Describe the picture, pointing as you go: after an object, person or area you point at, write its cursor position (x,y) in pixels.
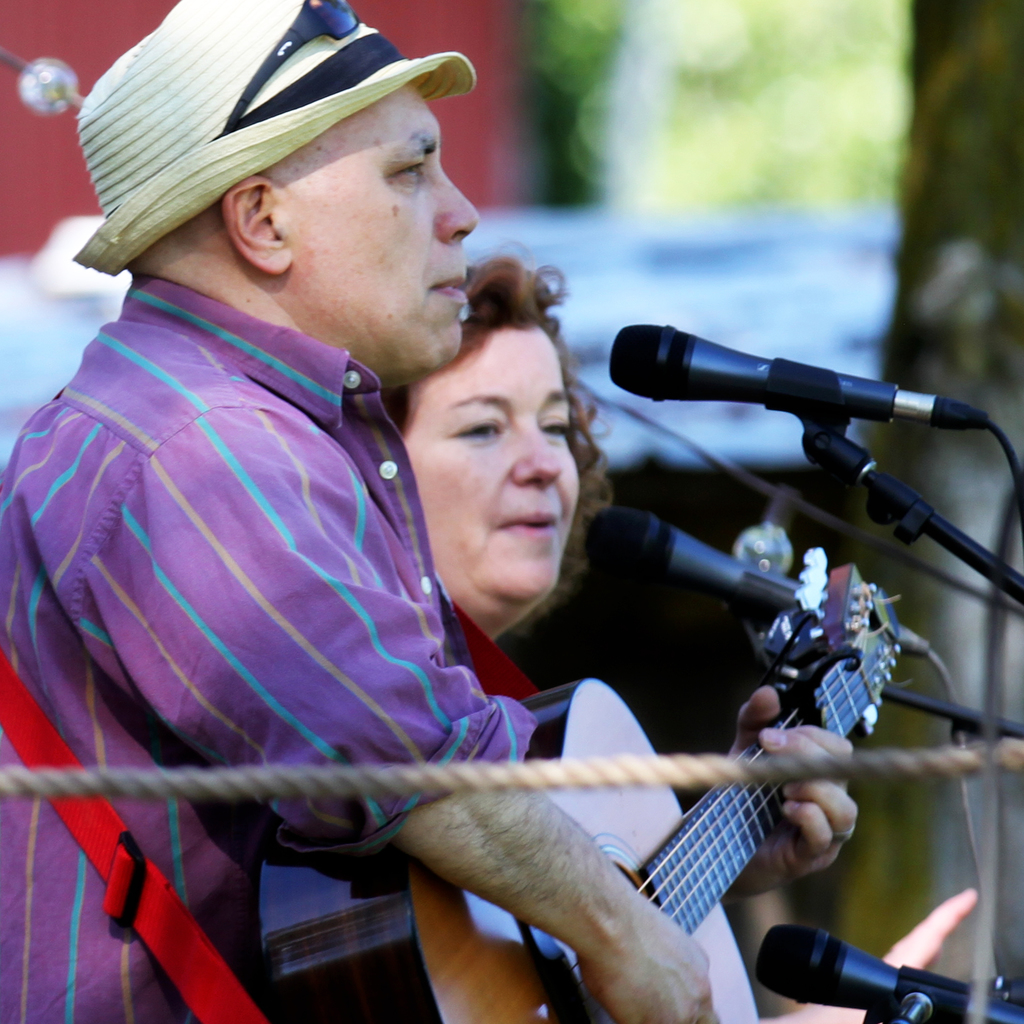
There is a man (668,944) on the left side (144,657) holding a guitar (588,830) in his hand (692,989) and he is singing on a microphone (668,382). There is a woman (478,348) standing beside to a man (453,325) and she is also singing.
